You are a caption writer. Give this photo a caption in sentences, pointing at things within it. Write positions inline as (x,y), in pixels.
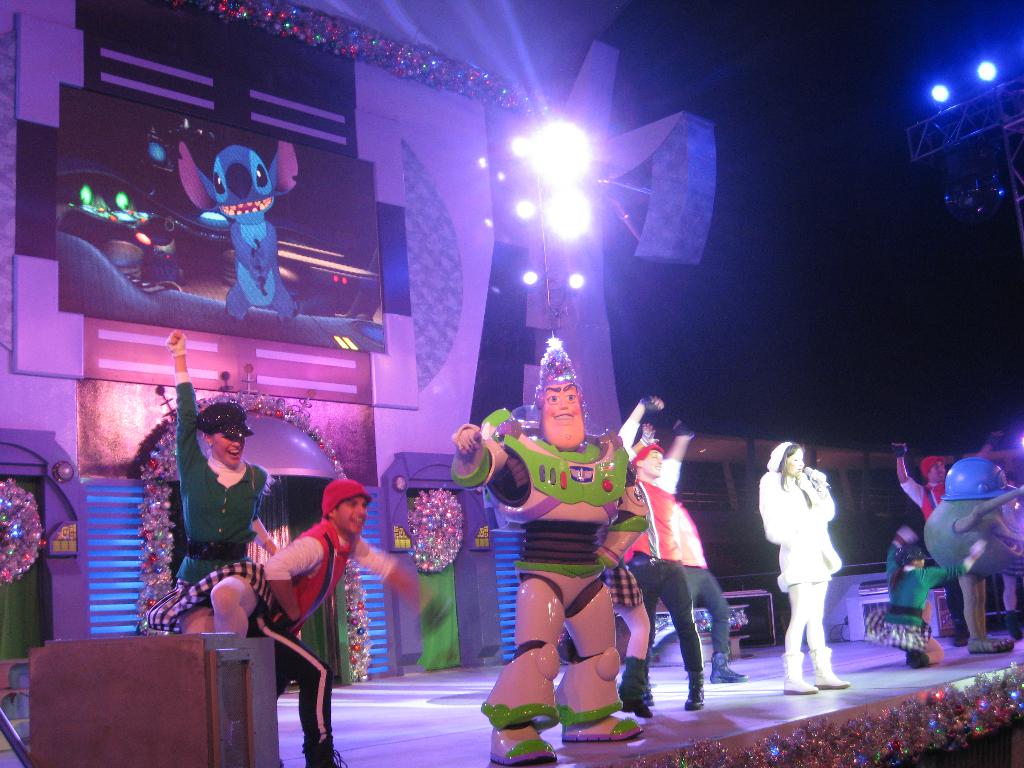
In this picture we can observe some people (668,521) on the stage (681,724). We can observe some people (540,594) who are wearing cartoon costumes (593,565) on the stage (683,701). In the background (548,166) we can observe lights (555,149). Behind them there is a screen (248,302) in which we can observe some cartoons (256,305). The background is partly dark.
